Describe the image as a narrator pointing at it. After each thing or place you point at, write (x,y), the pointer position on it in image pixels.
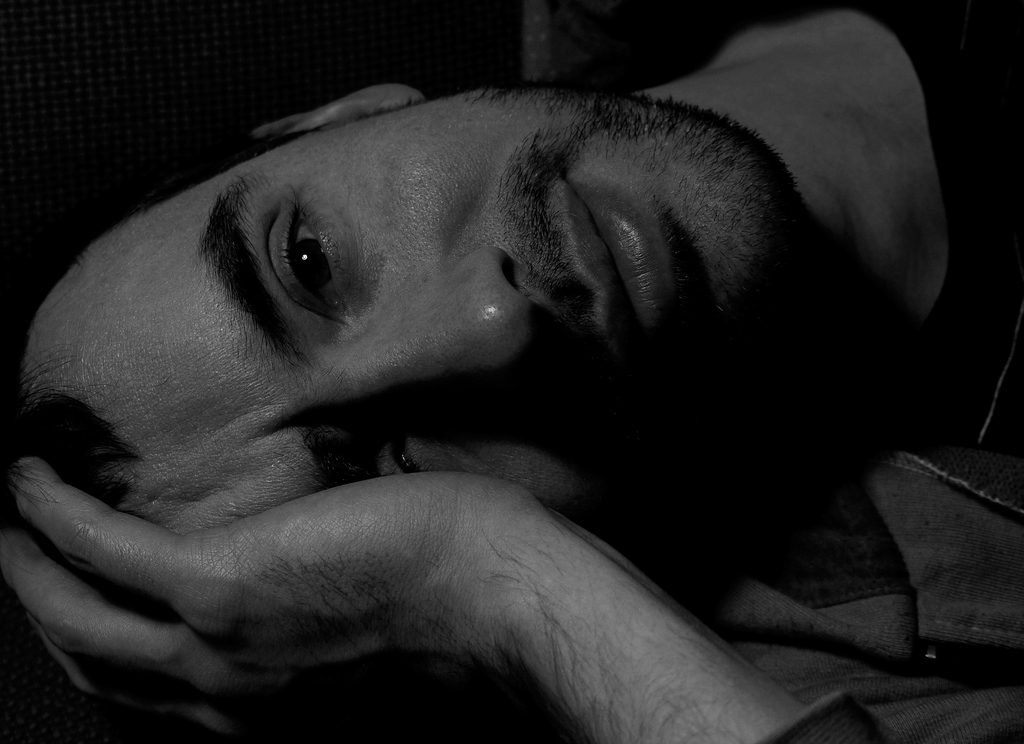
In this picture we can observe a person (219,309) laying. He is wearing a collared top (952,605). This is a black and white image.
